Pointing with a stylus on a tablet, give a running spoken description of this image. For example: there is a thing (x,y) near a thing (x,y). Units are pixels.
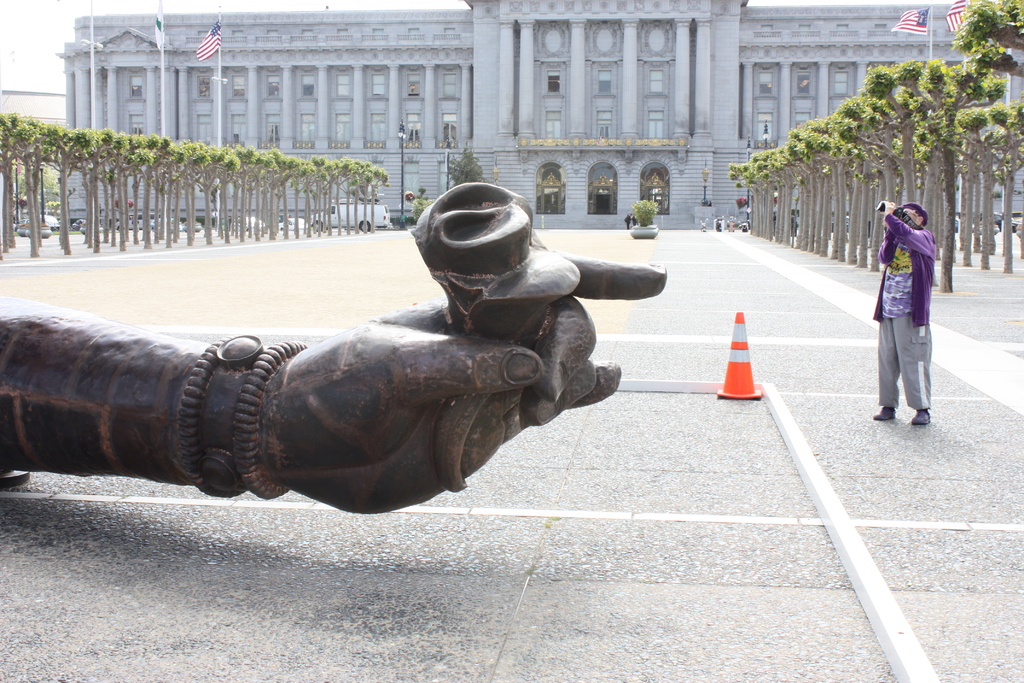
This image is taken outdoors. At the bottom of the image (744,591) there is a floor (715,240). In the background (570,90) there is a building (440,120) with walls (565,74), pillars (525,103), windows (337,130), doors (554,171), balconies (412,144) and a roof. There are a few flags (920,22) and there are many trees (922,179) and a few plants (410,194). A few vehicles (376,210) are parked on the ground (108,245). On the left side of the image (311,352) there is a sculpture (598,282). On the right side of the image (898,249) a woman (922,279) is standing on the floor (860,332) and clicking pictures with a camera (905,218).
